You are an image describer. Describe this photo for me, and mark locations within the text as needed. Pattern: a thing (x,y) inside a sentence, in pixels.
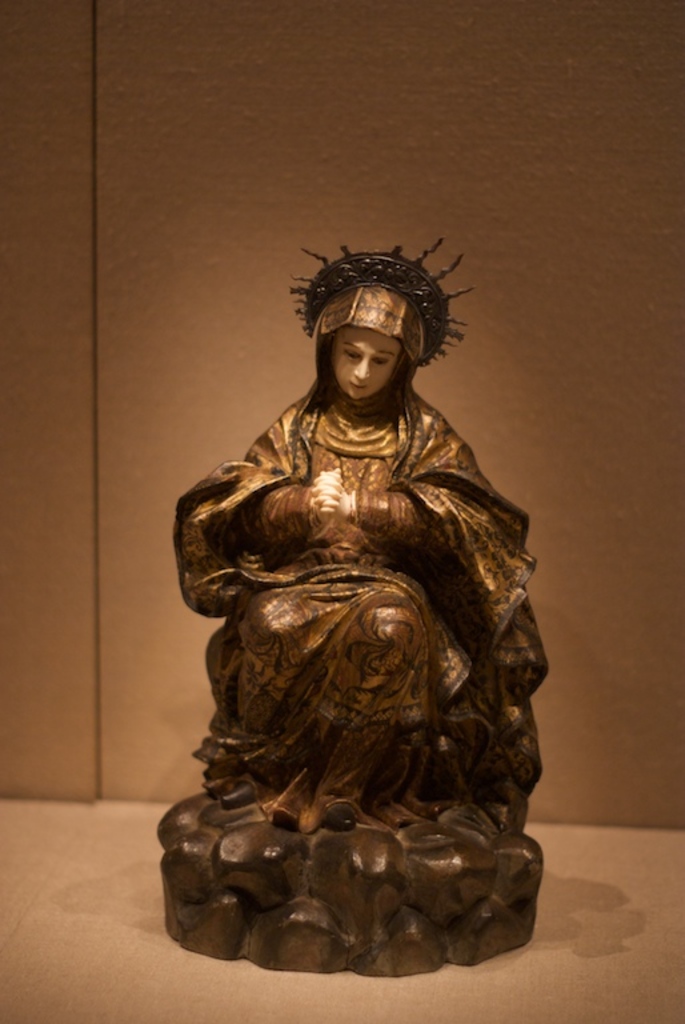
In this image I can see a statue (440,468) of a woman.
